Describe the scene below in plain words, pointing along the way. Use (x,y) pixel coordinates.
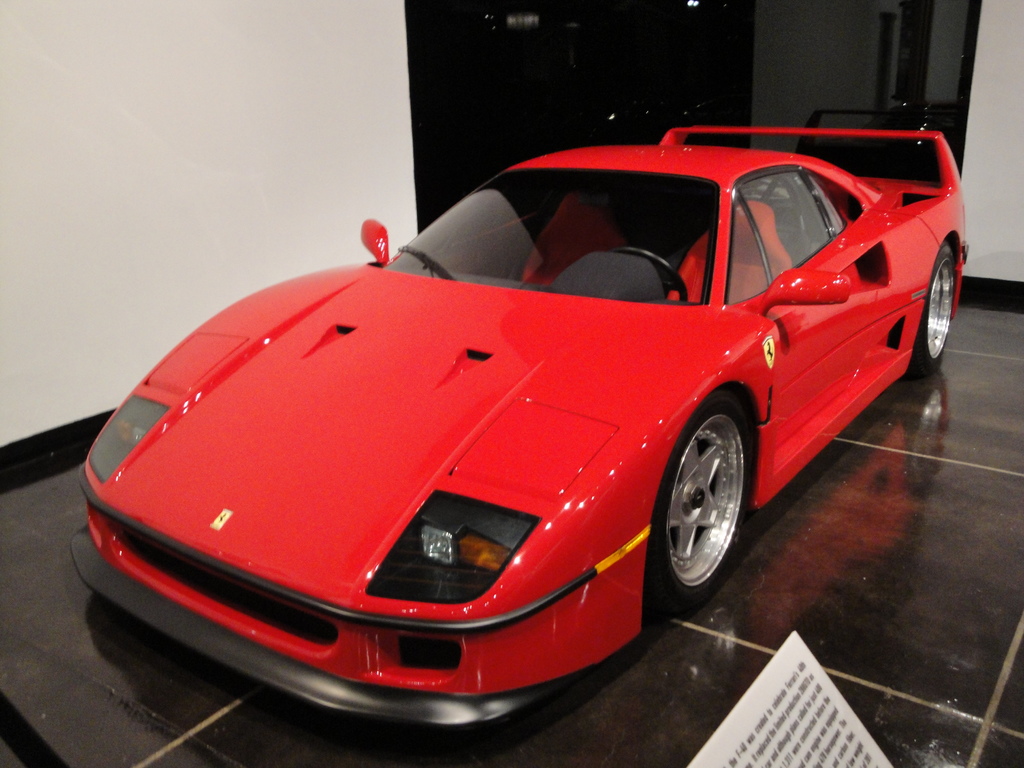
This is car (165,394), this is wall (109,249).
